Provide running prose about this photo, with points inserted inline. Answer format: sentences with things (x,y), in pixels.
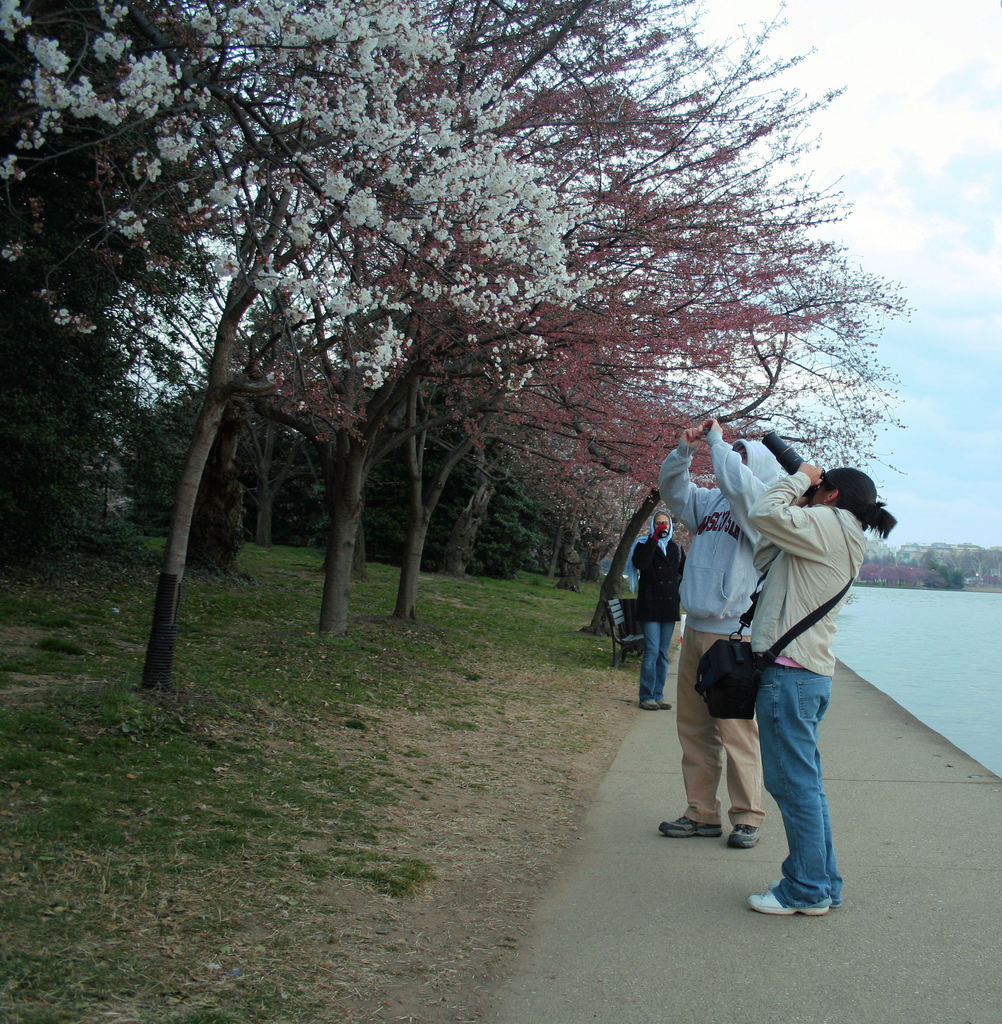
In this image there are three people (704,618) standing on a path (962,859) and people (792,583) are taking pictures, on the right side (851,667) there is a pond (892,620), on the left side (71,535) there are trees (300,322).
